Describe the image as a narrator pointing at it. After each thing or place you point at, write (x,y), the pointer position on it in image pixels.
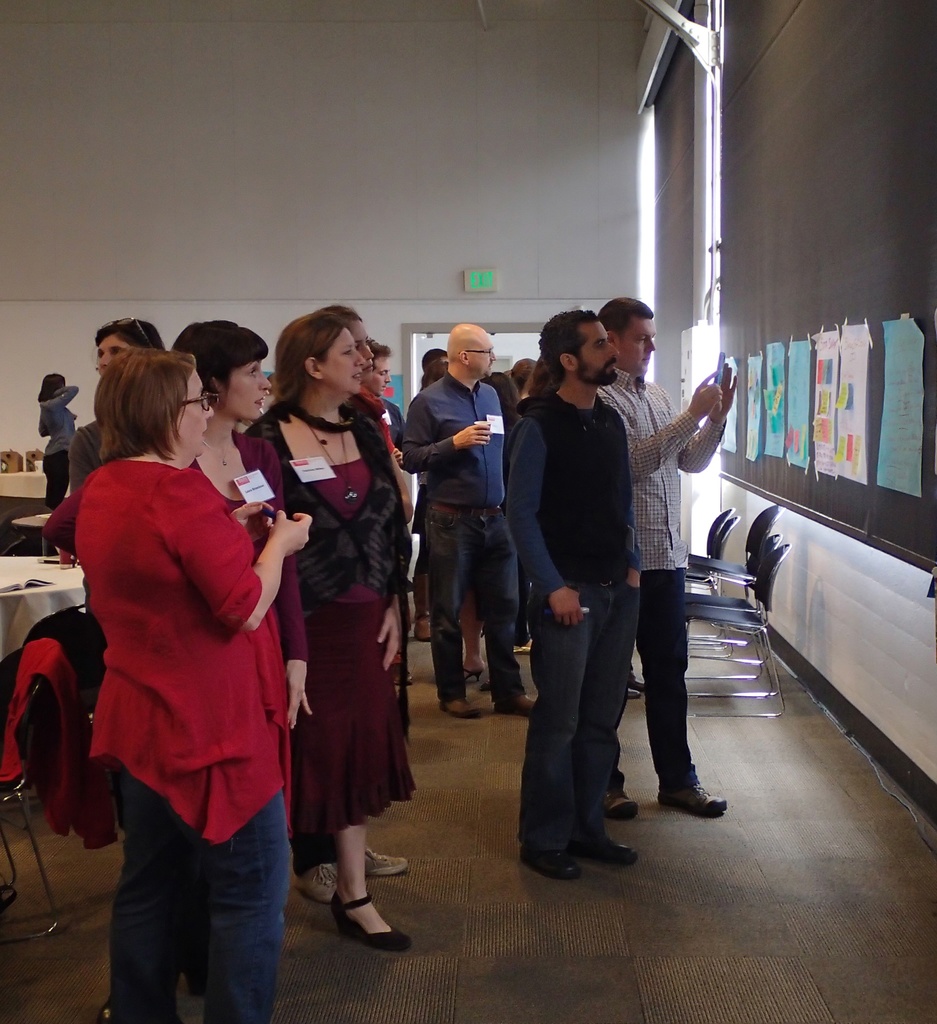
In this picture we can see a group of people (227,487) standing on the floor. A man (659,490) is holding an object (721,368). On the left side of the image (28,565), there is a table (8,572) and there is a jacket (60,660) on the chair (37,711). On the right side of the image (784,385), there are chairs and there are some papers (754,385) attached to a black object (814,413). Behind the people (450,371), there is a signboard (490,275) and a wall (301,212).
